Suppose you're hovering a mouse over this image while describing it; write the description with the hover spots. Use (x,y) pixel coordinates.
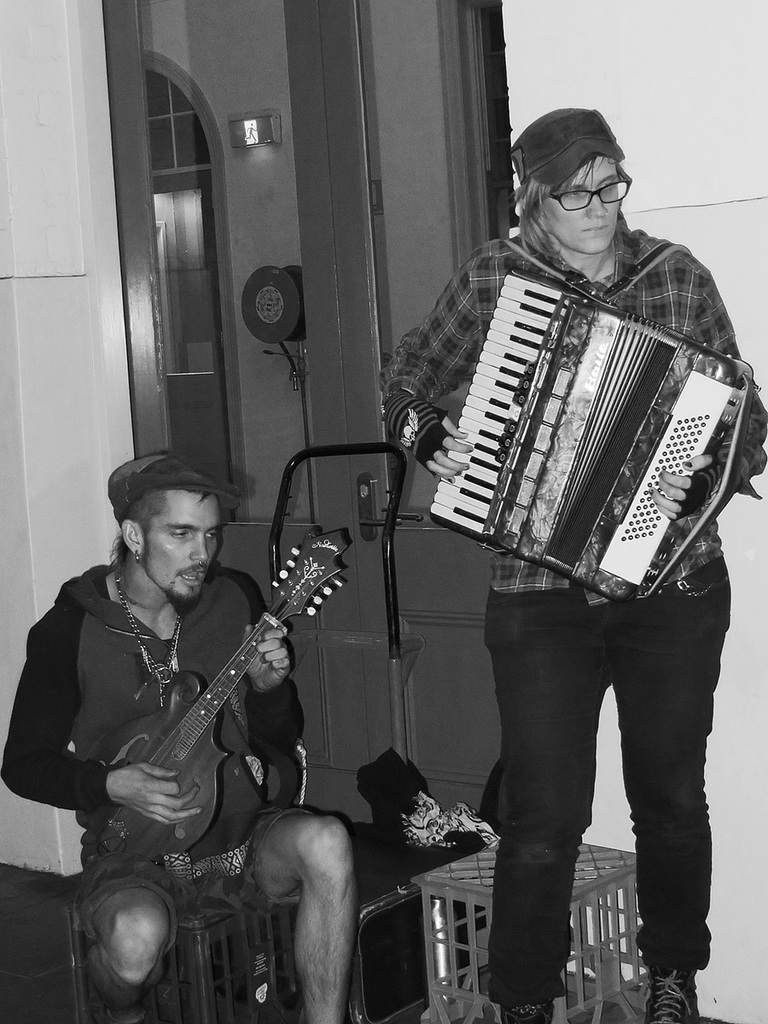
Bottom left side of the image (232,909) a man (333,830) is sitting and playing guitar (308,597). Bottom right side of the image (572,891) a woman (572,251) is standing and playing some musical instrument (536,451). Behind them there is a door (349,45) and wall (31,50).
